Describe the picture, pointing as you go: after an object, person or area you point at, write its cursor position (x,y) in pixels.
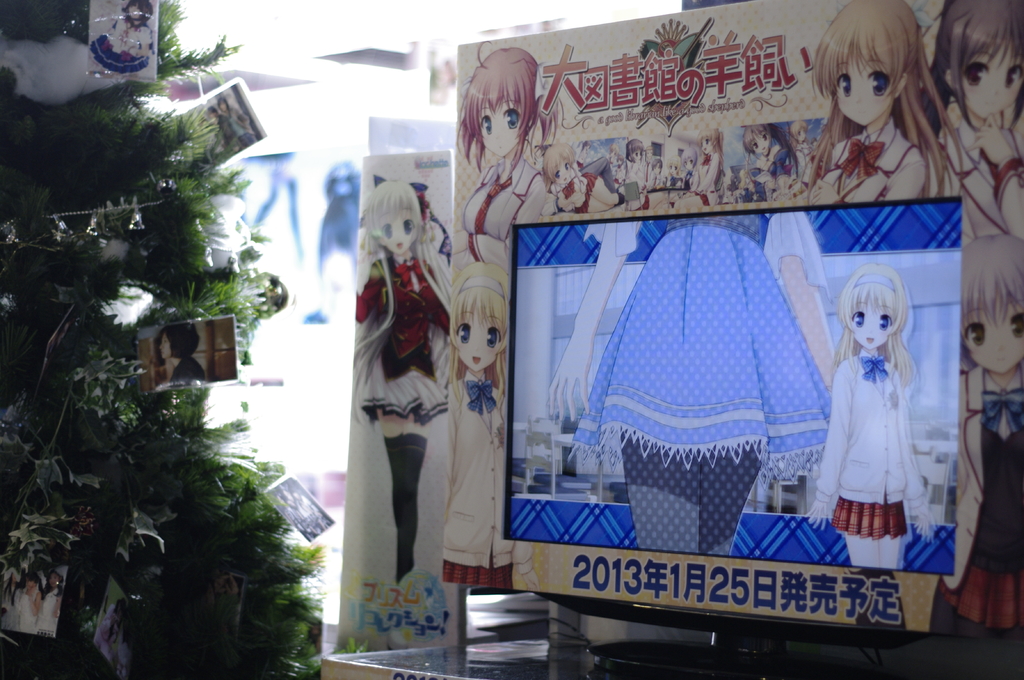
In this picture we can see a board (644,159) and a monitor (702,412) here, on the left side (135,431) there is a tree (151,436), we can see some photos (201,349) here, we can see cartoons (769,429) in the display (732,435).
